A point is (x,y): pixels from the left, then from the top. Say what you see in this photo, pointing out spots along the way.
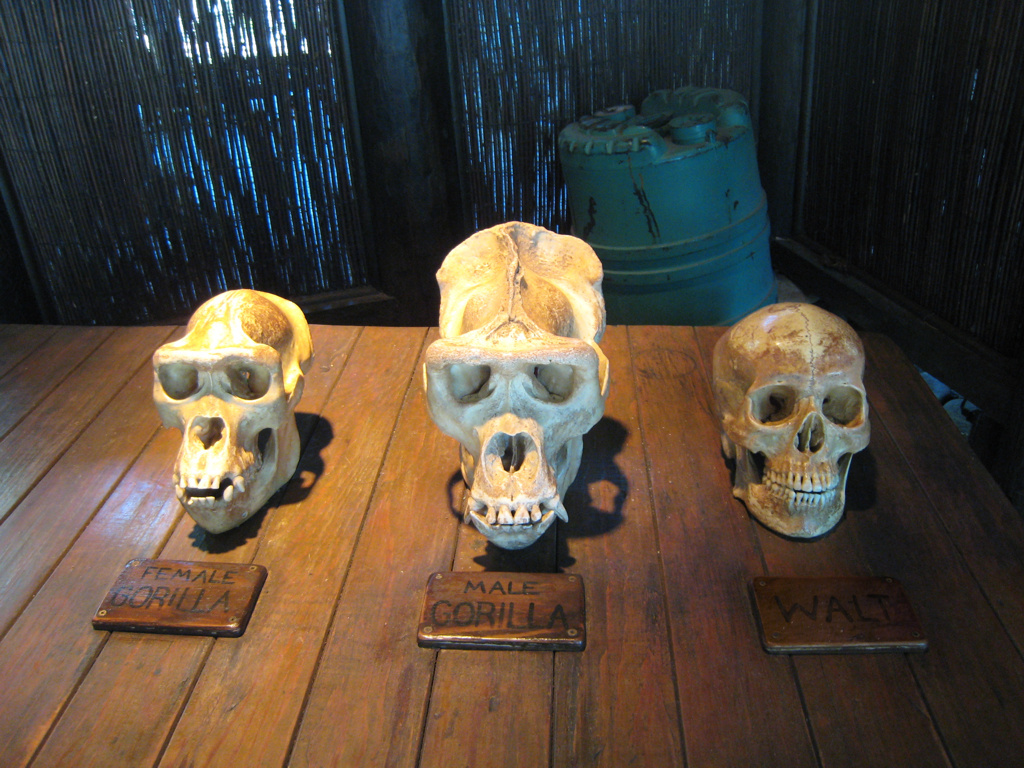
At the bottom of the image (769,573) on the wooden surface (272,584) there are three skulls (765,402). In front of them there are wooden name boards (552,590) with names (182,577) on it. Behind that wooden surface (372,531) there is a blue color drum (729,151). Behind the drum (682,232) there are curtains (895,118) and pillars (431,54).
